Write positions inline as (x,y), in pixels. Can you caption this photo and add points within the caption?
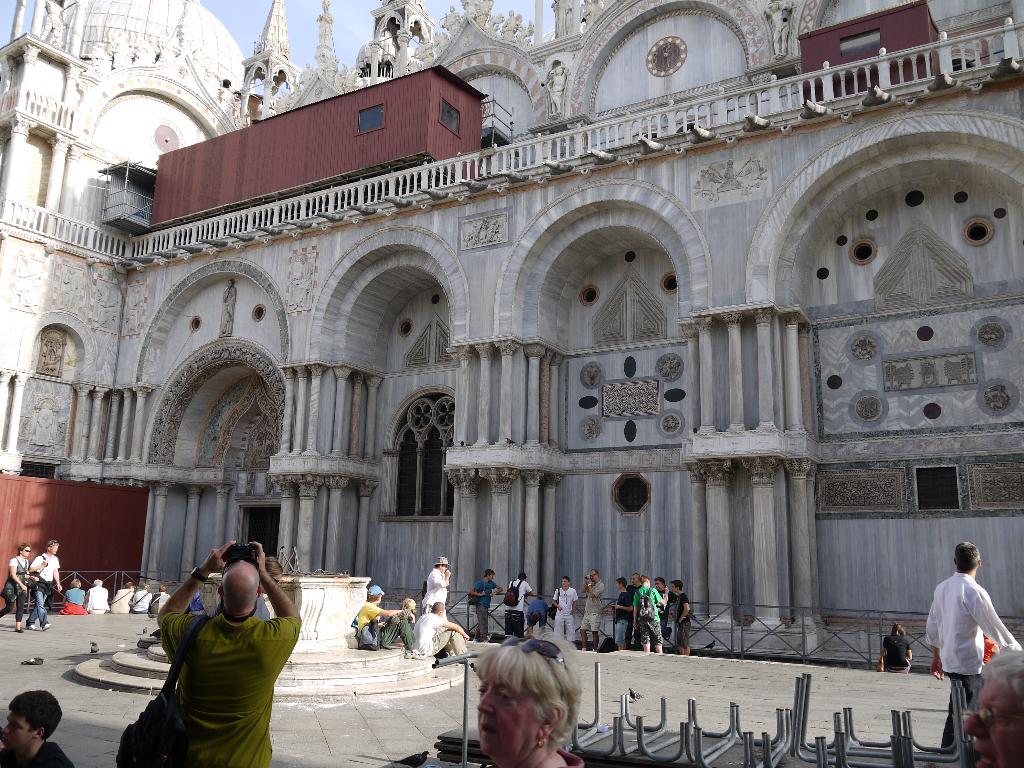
In this image we can see a building (511,300) with windows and several pillars (696,487). We can also see a group of people (625,613) beside the fence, some people (395,623) sitting on the staircase (357,652) and the sky (352,42) which looks cloudy. On the bottom of the image (517,765) we can see some people (536,759). In that a man (264,645) is holding a camera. We can also see some metal poles (708,732) on the ground (714,719).
